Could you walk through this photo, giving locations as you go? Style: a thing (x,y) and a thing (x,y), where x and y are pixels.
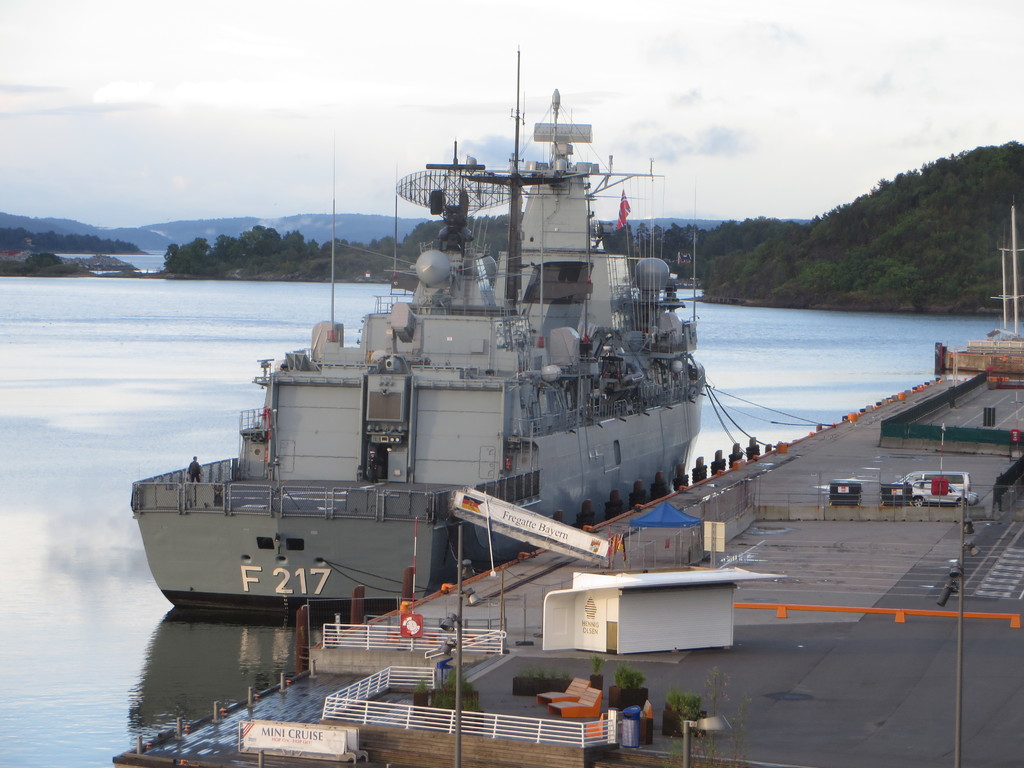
In this image we can see a ship (400,538) at the dock (406,586), poles (458,656), grills (612,718), chaise lounges (564,692), parasol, motor vehicles (925,490) on the floor (850,640), name boards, bins (627,715), trees (356,255), hills (736,221) and sky (509,136) with clouds (325,124).
